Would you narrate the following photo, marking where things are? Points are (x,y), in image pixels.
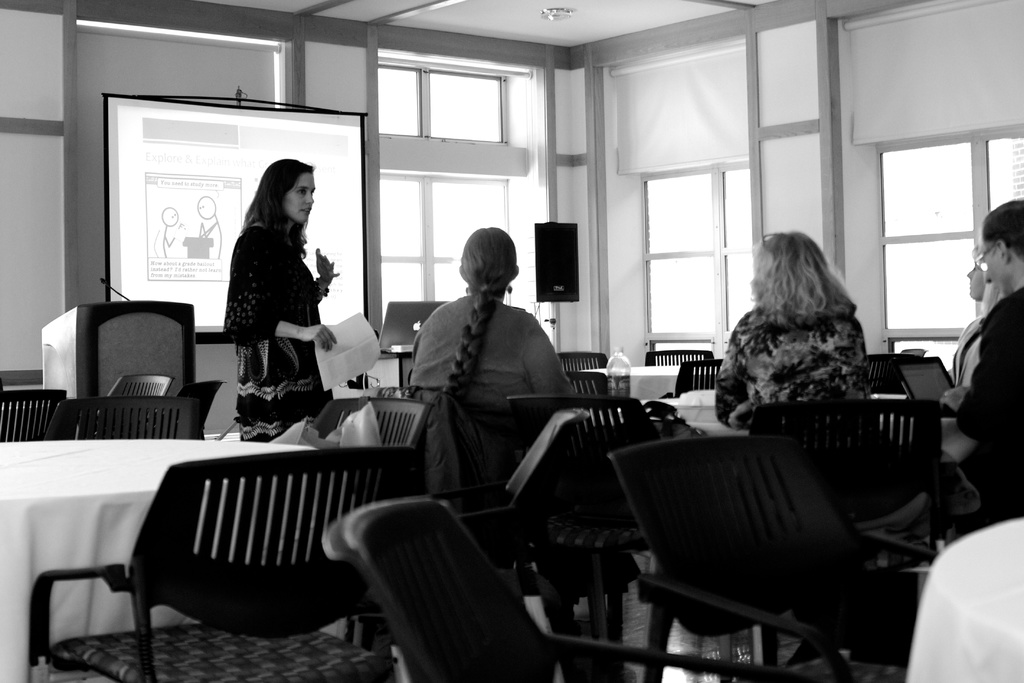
There are few people (763,380) sitting on the chairs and a women (285,333) standing. This is a table (68,498) covered with white cloth (103,474). These are the empty chairs (513,520). I can see a laptop (411,339) here. This is a podium (134,335) with a mike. This is the display screen (193,187). This looks like a speaker (565,282). This is of a black and white image.
